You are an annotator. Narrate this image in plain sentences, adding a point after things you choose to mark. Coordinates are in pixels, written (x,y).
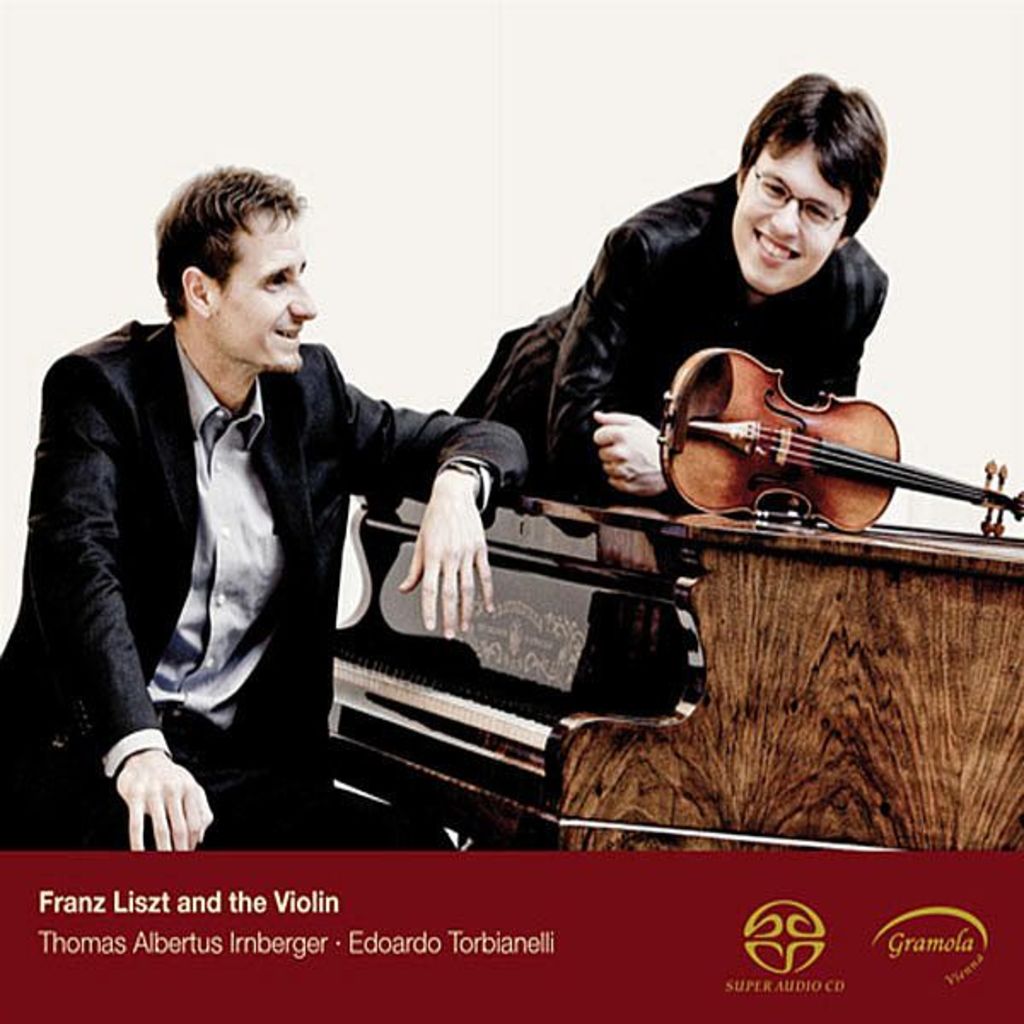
This image consists of a poster (470,444) with a few images (655,406) and a text (217,912) on it. On the left side of the image (213,681) a man (223,773) is sitting on the chair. On the right side of the image (910,625) there is a keyboard (603,642) and there is a violin (790,475) on the keyboard (869,612). A man (676,257) is standing on the floor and he is with a smiling face (794,267).
